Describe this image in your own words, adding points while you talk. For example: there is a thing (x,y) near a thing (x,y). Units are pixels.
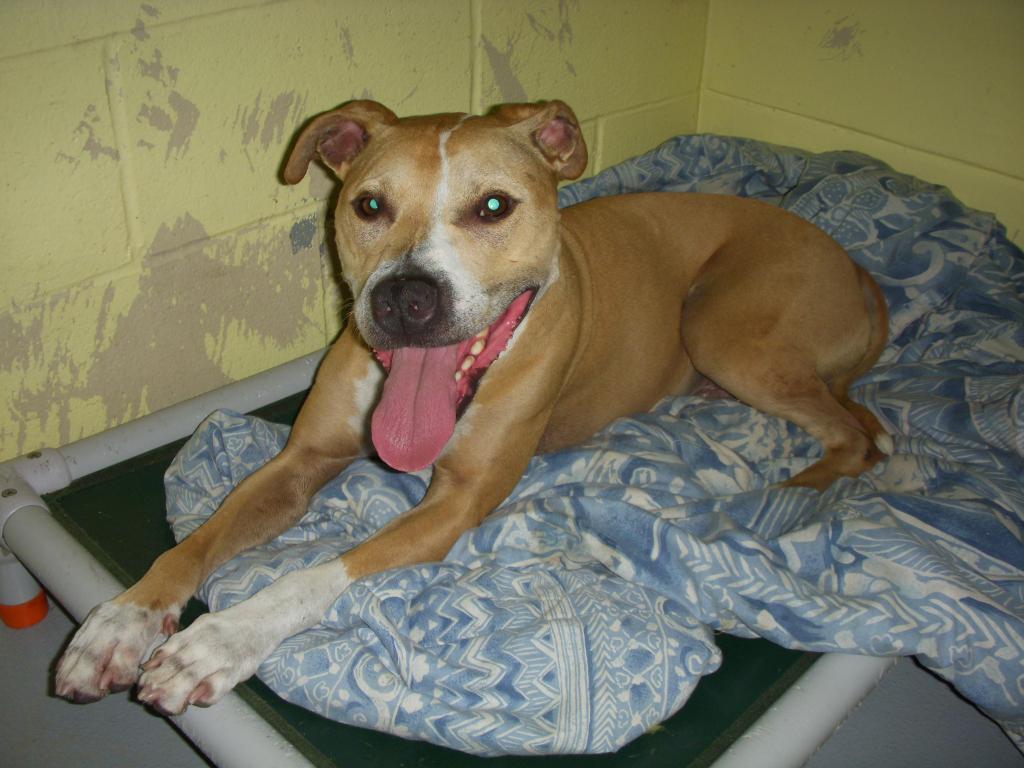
In this image we can see the dog (589,334) on the blanket (818,595) which is on the bed (786,705). We can also see the floor (926,723) and also the wall (207,119).
